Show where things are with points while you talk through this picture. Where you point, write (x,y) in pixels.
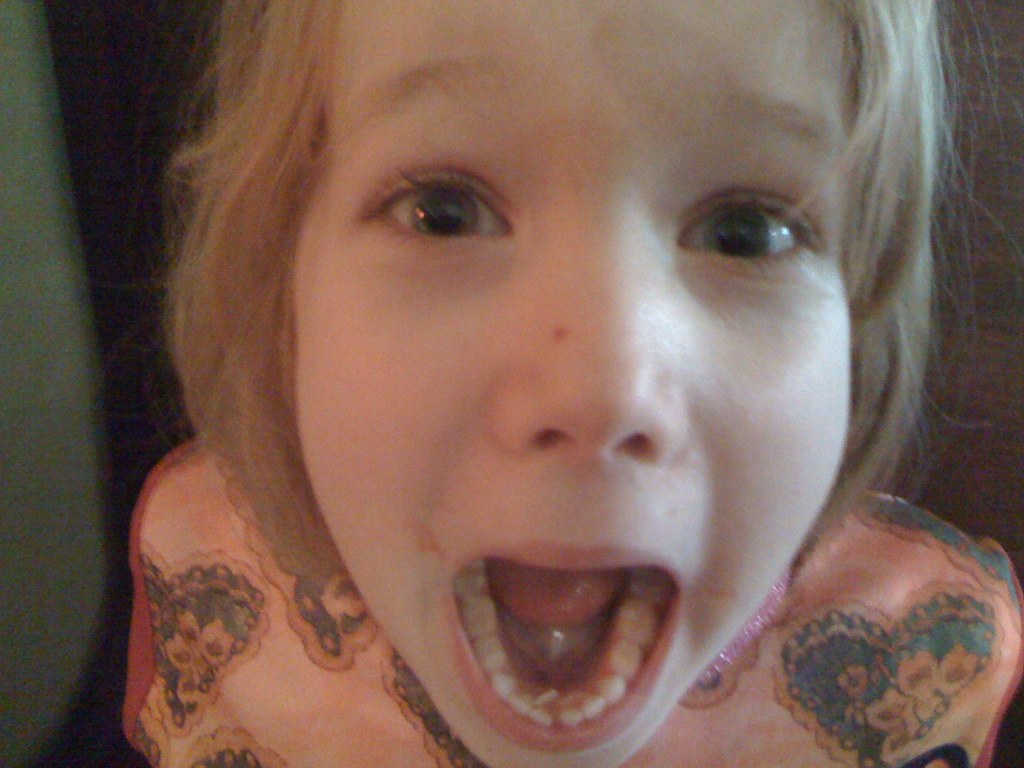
In this image I can see a person (626,456) is wearing peach color dress (890,668) and the background (142,72) is dark.
